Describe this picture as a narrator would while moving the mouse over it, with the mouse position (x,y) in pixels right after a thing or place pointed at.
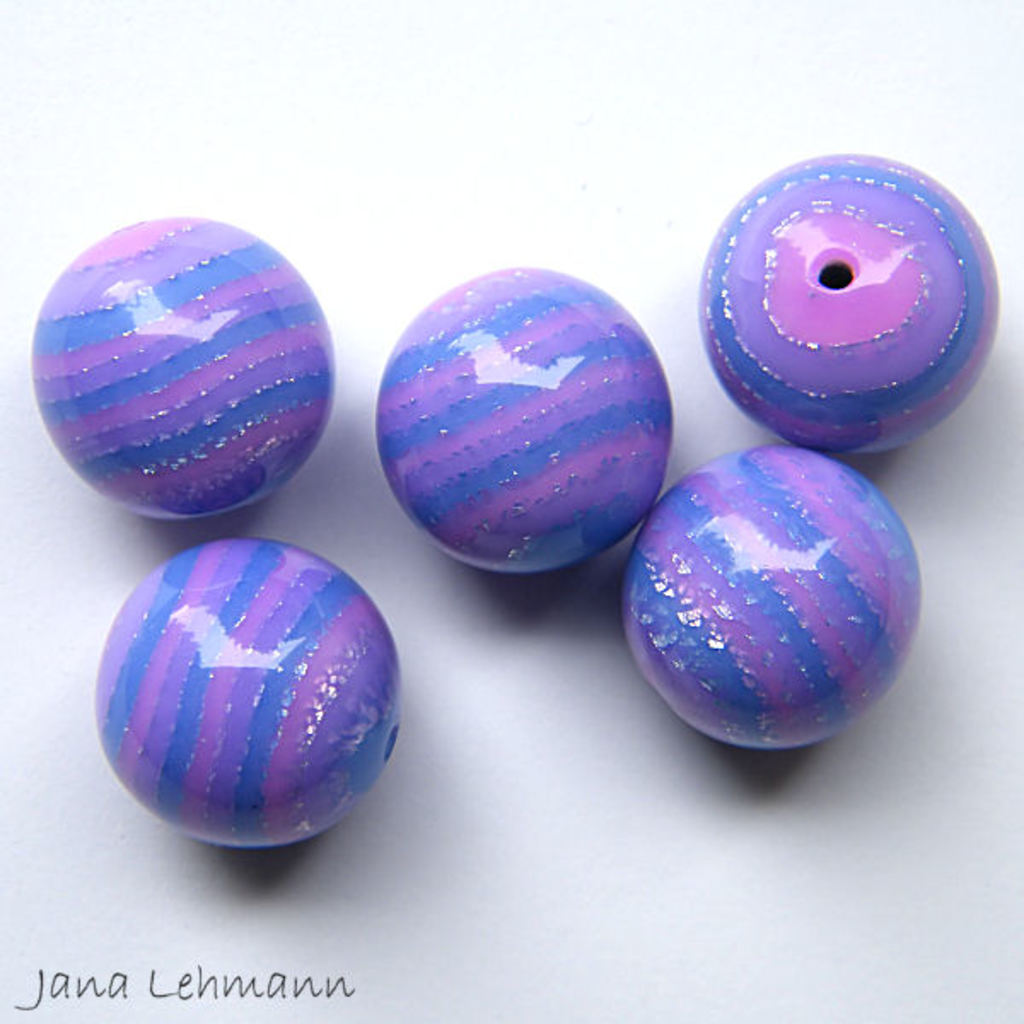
In this image we can see some glass balls (577,531) which are placed on the surface (430,791).
